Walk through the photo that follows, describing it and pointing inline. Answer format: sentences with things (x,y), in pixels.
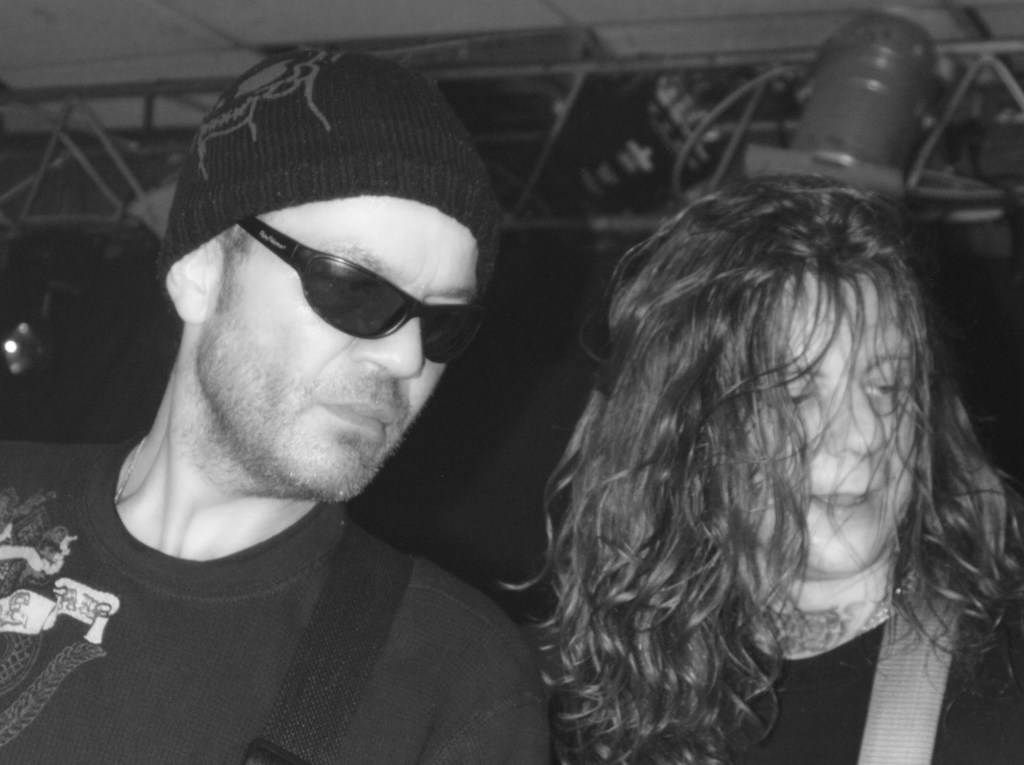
This picture describes about few people (372,387), on the left side of the image (215,371) we can see a man (342,353), he wore a cap (331,114) and spectacles (444,352), in the background (159,177) we can find few metal rods (701,59) and it is a black and white photograph.
